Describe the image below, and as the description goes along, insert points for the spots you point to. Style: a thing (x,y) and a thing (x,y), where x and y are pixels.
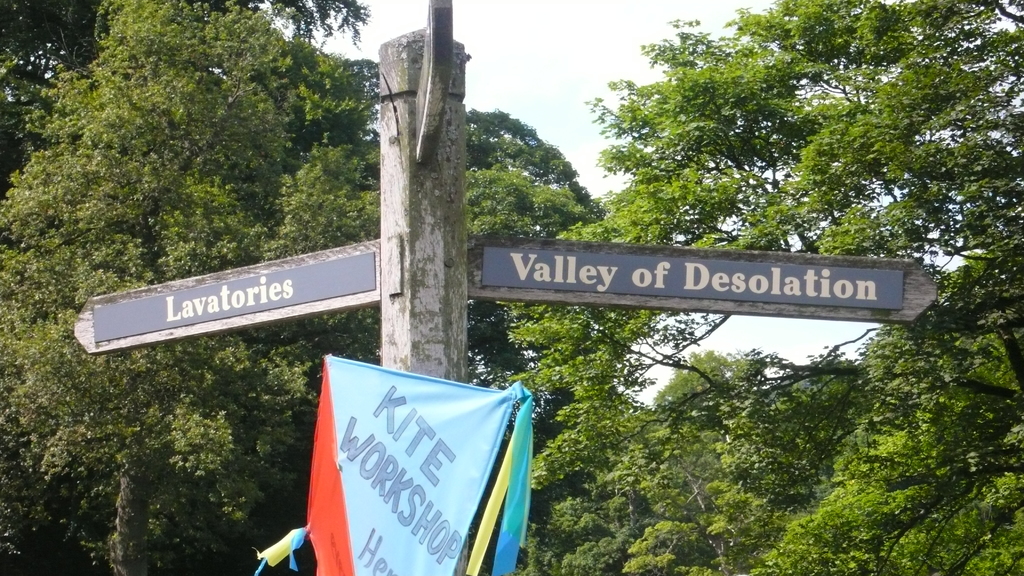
In the middle of the image (364,285) I can see some written text board (474,271). In the background (830,114), I can see groups of trees (95,207). There is a sky (563,116) on the top of this image (561,110).
